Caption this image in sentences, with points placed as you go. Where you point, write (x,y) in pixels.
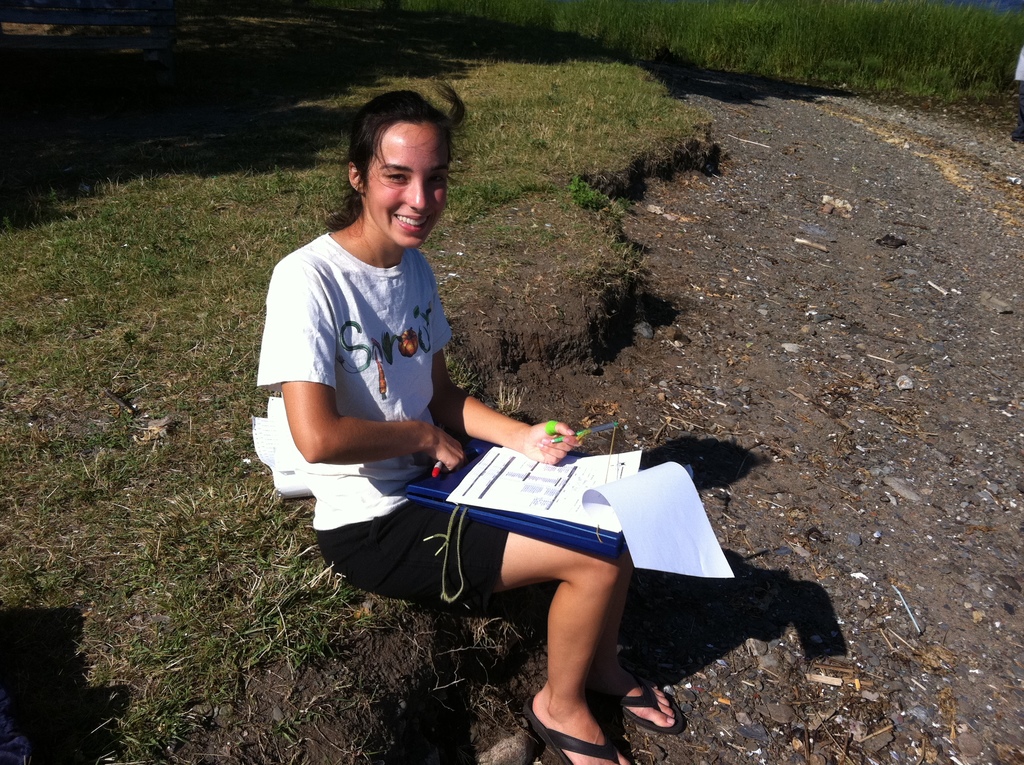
In the picture I can see a woman (280,315) and she is holding the pens (548,431) in her hands (545,442). She is wearing a white color T-shirt (376,334) and there is a smile on her face (425,200). I can see a blue color file (617,546) and there are papers (572,470) on the file (544,488). In the background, I can see the green grass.
